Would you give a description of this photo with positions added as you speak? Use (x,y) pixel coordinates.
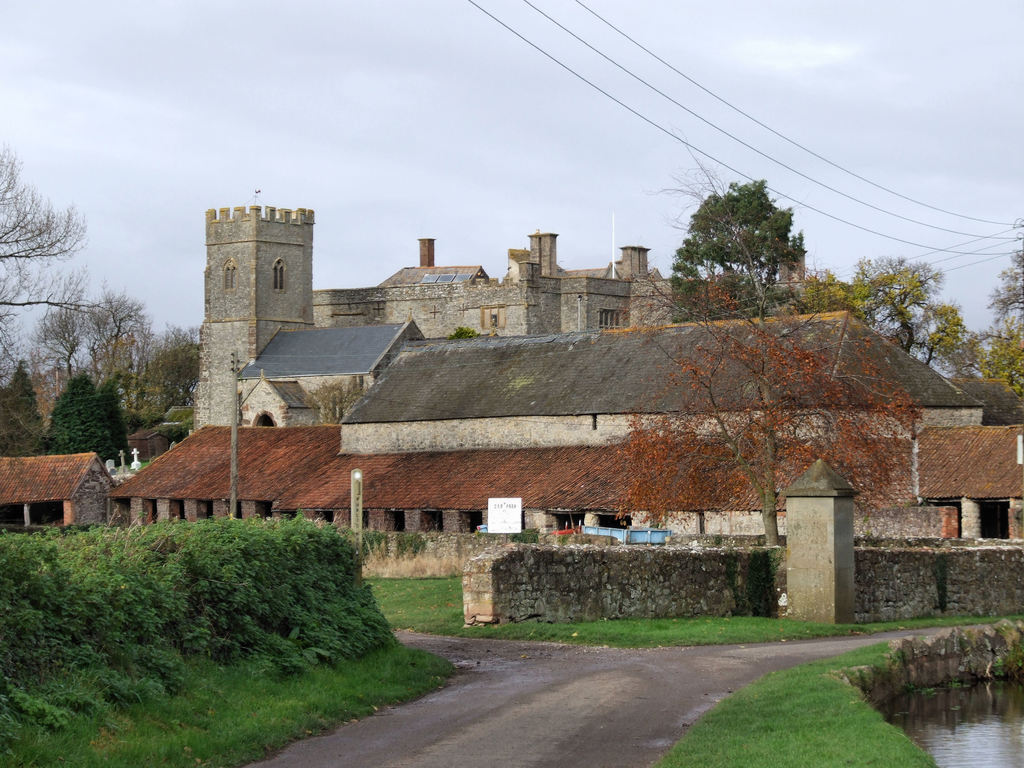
In this picture we can see some grass (439,681) on the ground (717,693). There is water (962,748) visible on the right side (952,698). We can see a path (517,666). There are a few poles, some objects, houses (386,442) and other objects (497,599) visible in the background (579,537).
